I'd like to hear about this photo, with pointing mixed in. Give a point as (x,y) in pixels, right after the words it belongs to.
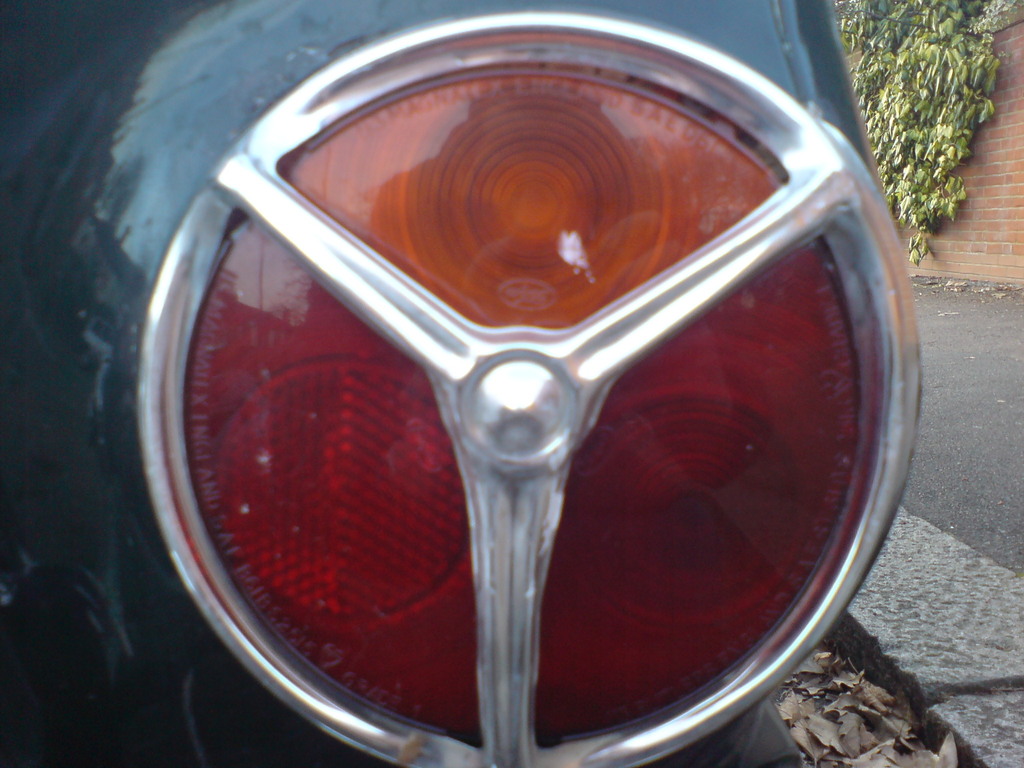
In this image there is a vehicle (436,460) having a light (466,405). Right side (1010,432) there is a pavement (1013,379). Beside there is a wall (974,153) having few creepers (923,151) on it. Few dried leaves (856,700) are beside the pavement (908,667).
